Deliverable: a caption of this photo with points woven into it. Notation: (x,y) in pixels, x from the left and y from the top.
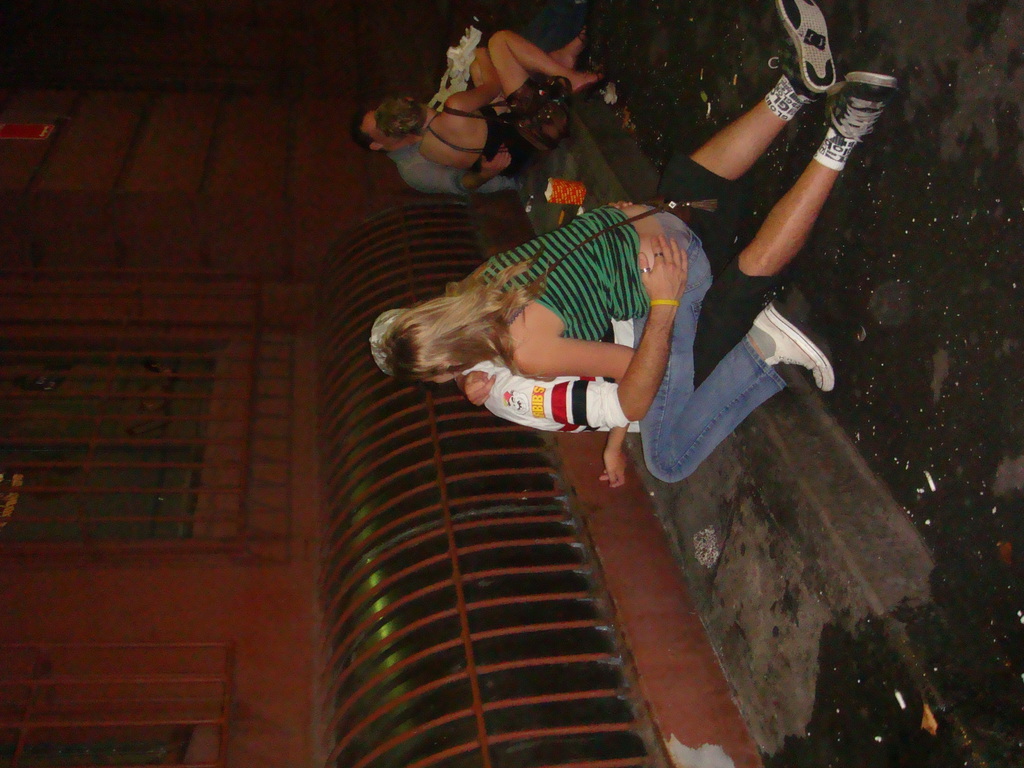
This is an image clicked in the dark. In the middle of the image (594,381) there are four persons (522,258) sitting on the ground (675,518). On the left side (111,474) there is a window (141,448) to the wall (244,665).
